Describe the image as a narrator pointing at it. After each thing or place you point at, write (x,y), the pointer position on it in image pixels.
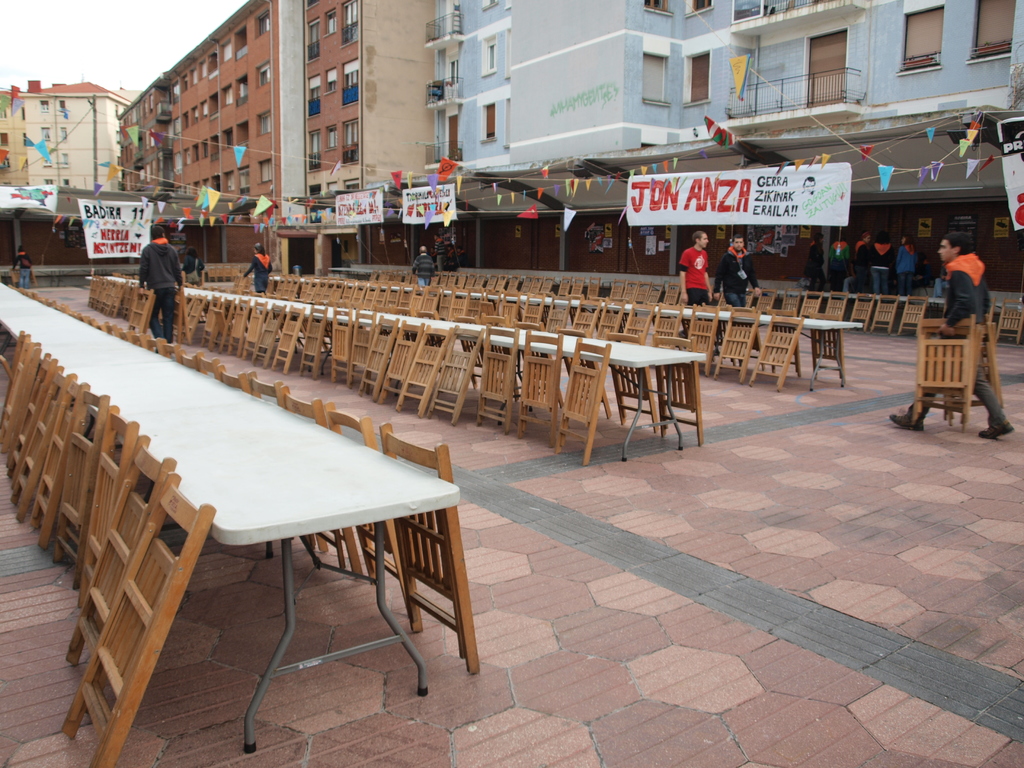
In this image I can see few tables (247,411), buildings (252,188), windows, banners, colorful flags (265,203) and few people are holding wooden objects (931,387). The sky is in white color. I can few wooden objects (65,416) beside the tables (299,443).
